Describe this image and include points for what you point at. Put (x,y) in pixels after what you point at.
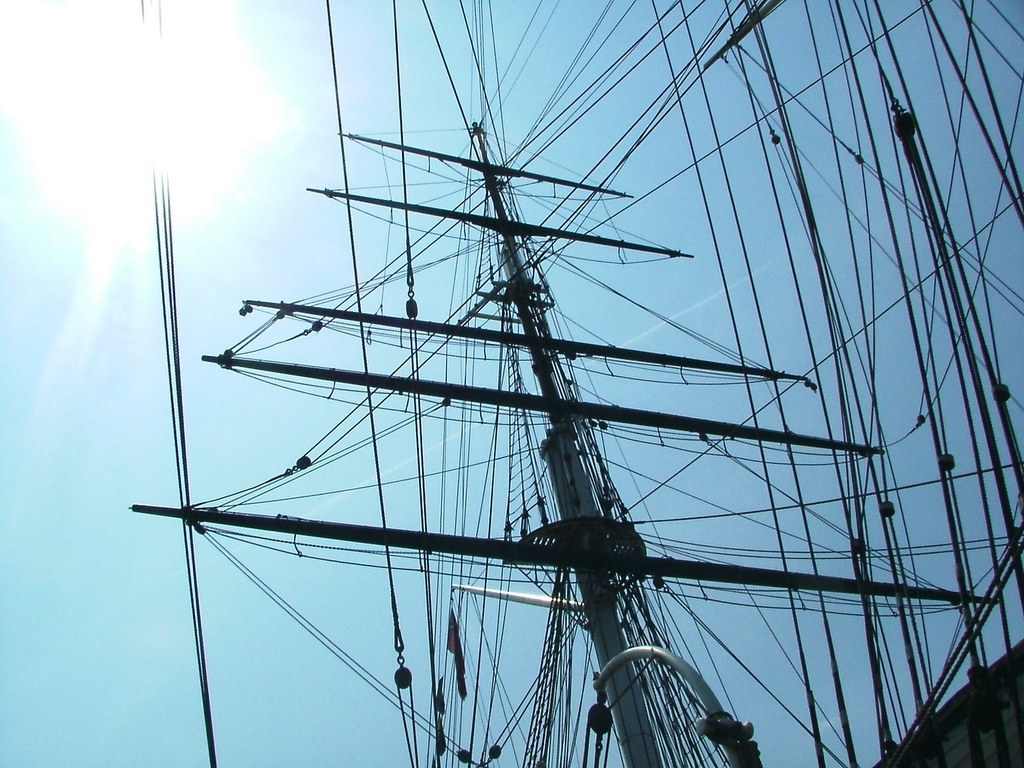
In this picture we can see a pole (452,156), wires (1000,398) and in the background (570,78) we can see the sky (291,762).
